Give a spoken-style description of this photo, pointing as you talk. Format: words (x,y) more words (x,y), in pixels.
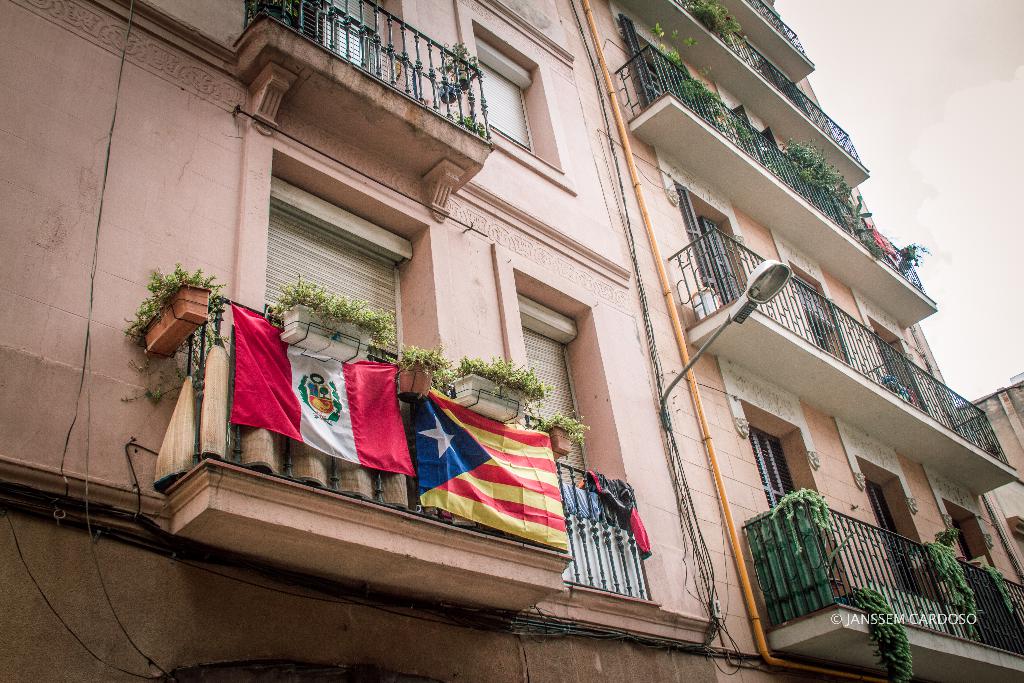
In this image there are buildings (628,424) and in front of the building (514,219) there are flags (358,449) on the balcony (242,439) and there are plants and there is light (739,322) on the wall (702,368) of the building (735,340) and the sky (899,138) is cloudy.
